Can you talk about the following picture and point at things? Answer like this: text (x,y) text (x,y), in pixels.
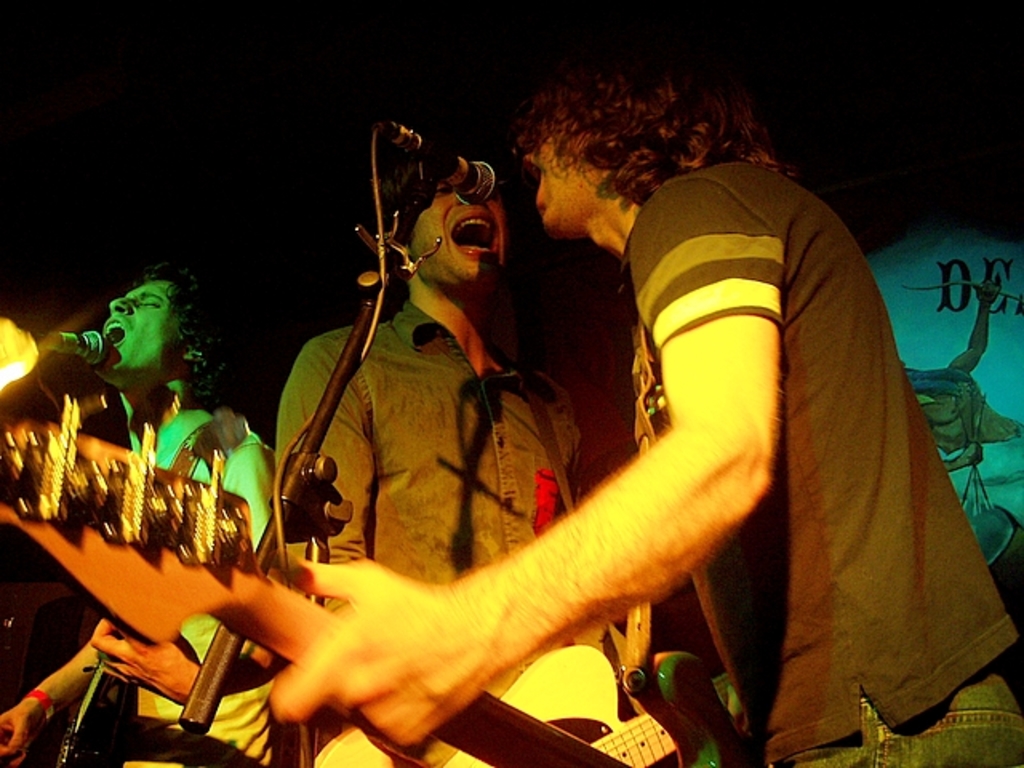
In the image we can see three persons (391,382) were standing and holding guitar (680,724) and they were singing. In front there is a microphone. And in the background (887,76) there is a wall (980,215).
